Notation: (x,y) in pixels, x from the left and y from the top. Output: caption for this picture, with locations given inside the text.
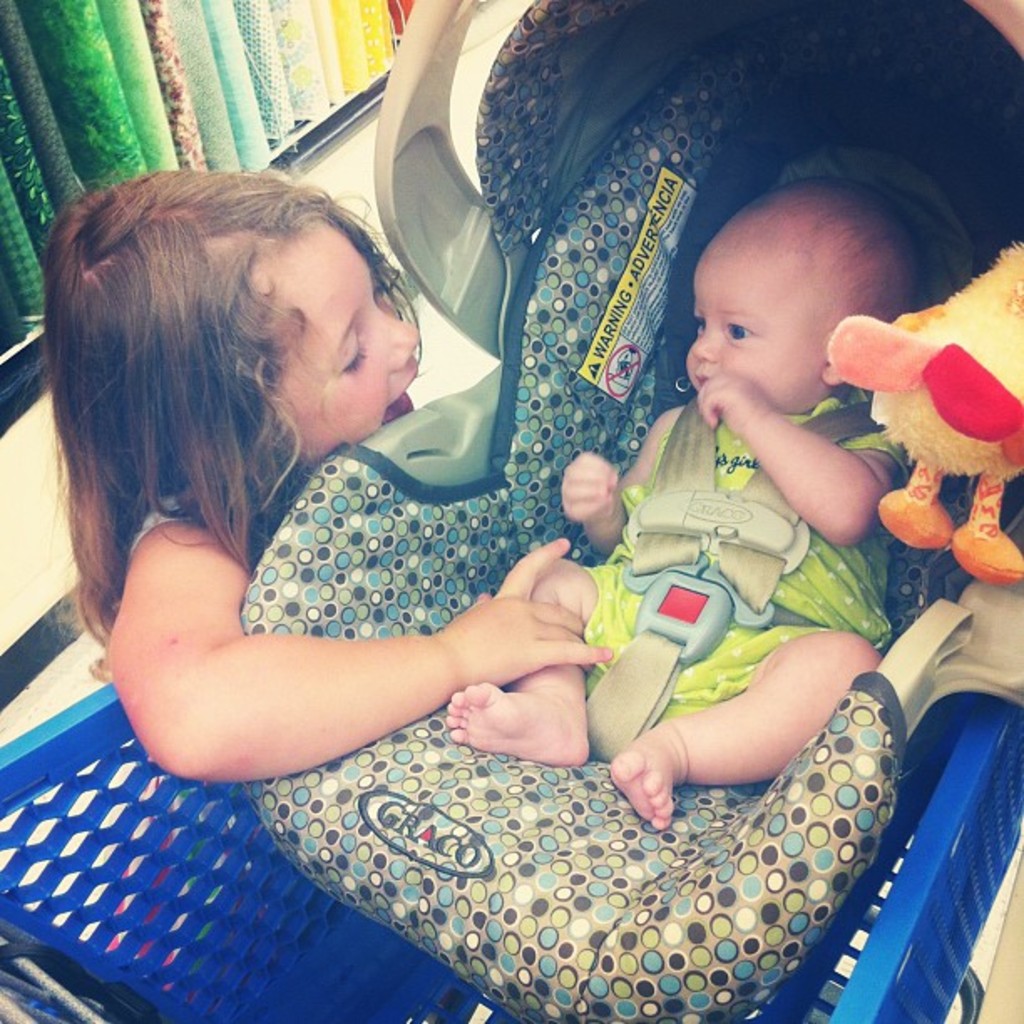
In this image we can see a baby (735,469) sitting in the car seat (634,655) and a kid (237,347) is beside the car seat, there is a doll (983,398) on the right side (974,426) and there are few objects (166,73) looks like clothes (152,80) on the shelf (195,100).
